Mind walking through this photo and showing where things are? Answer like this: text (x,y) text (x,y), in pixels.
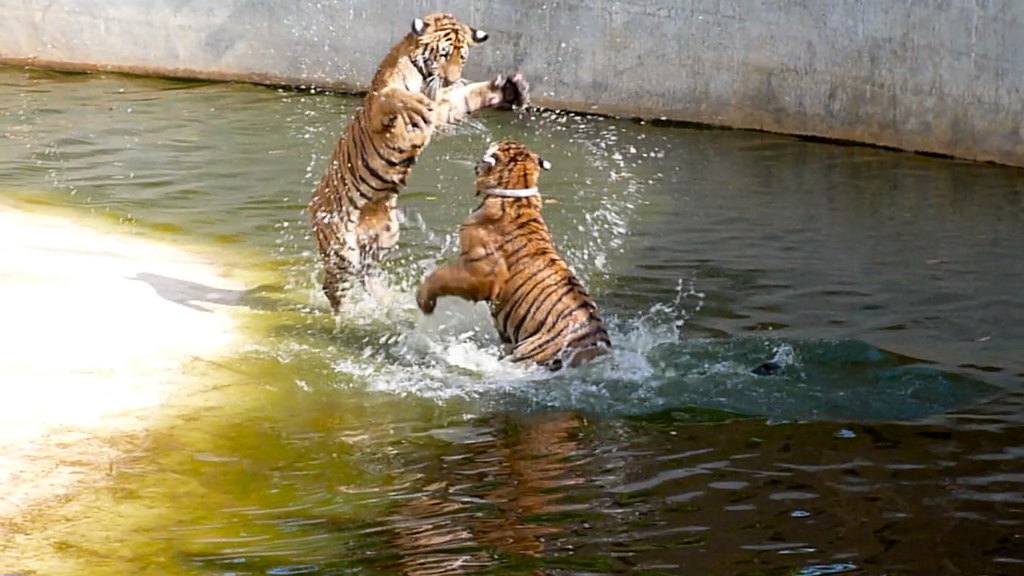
There are two tigers (380,236) in the water (707,363). In the back (622,90) there is a wall (502,43).
